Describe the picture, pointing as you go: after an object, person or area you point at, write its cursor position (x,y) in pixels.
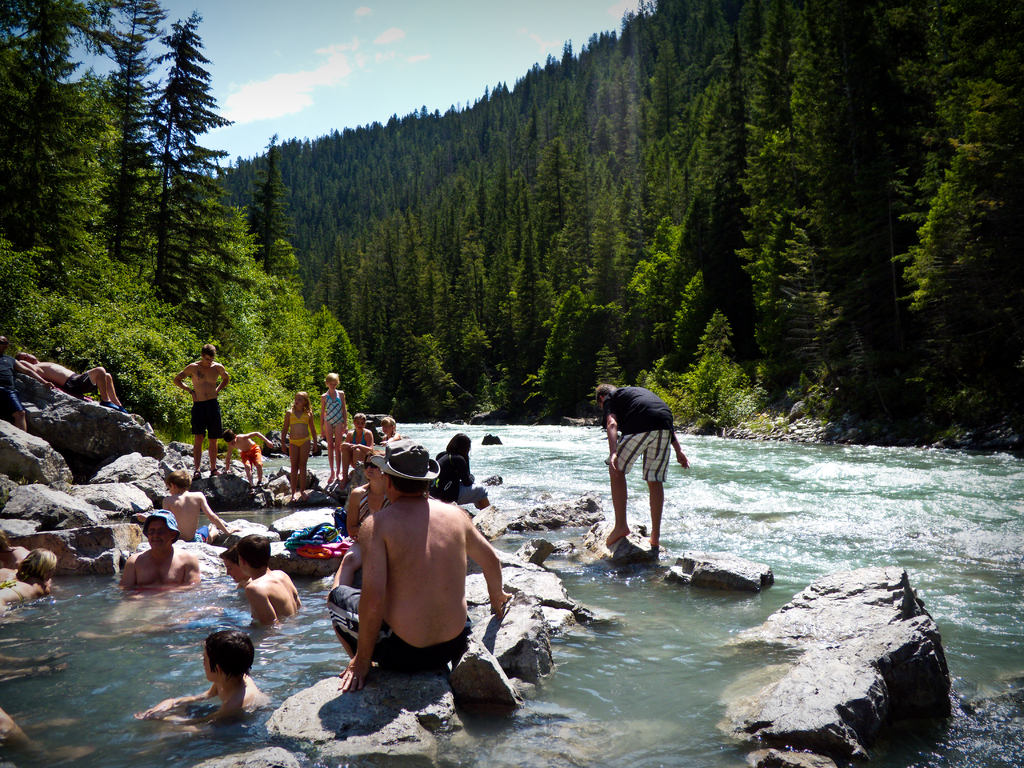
In this image I can see few persons (124,578) in the water (180,645) and few other persons (304,396) are standing on rocks (322,474). I can see a person (638,406) wearing black t shirt (624,407) and white short (641,444) is standing on a rock (596,519). In the background (578,430) I can see few trees (132,266), some water (534,452) and the sky (341,99).
